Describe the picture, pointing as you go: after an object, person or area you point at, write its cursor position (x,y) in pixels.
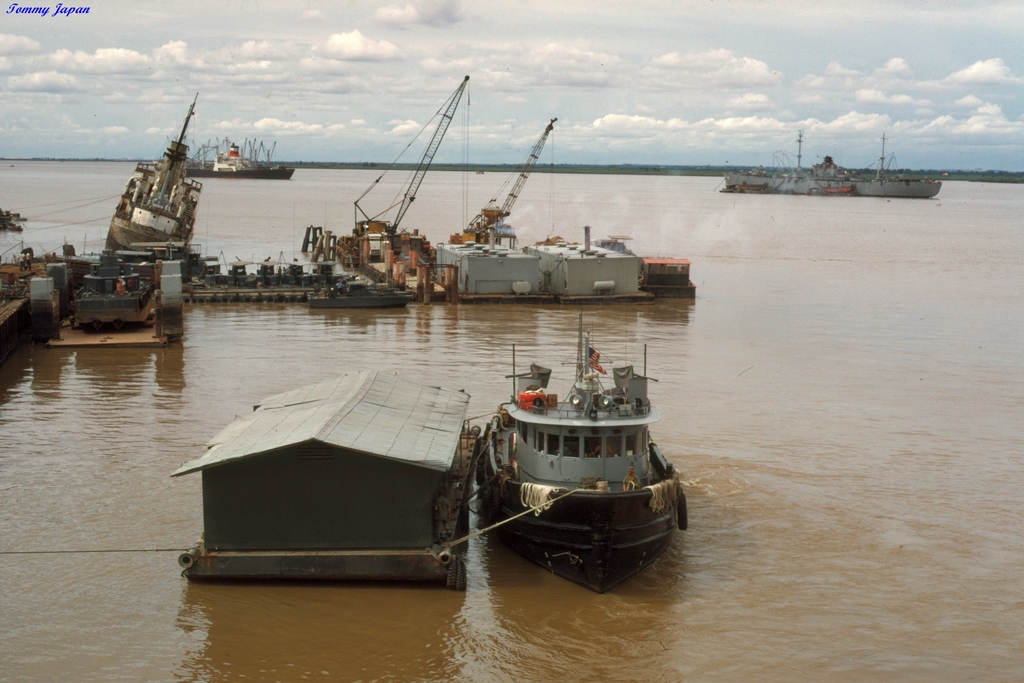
In this image, we can see ships (502,434) and huts (261,482) sailing on water (695,388). We can also see the sky (209,126), which is cloudy.
